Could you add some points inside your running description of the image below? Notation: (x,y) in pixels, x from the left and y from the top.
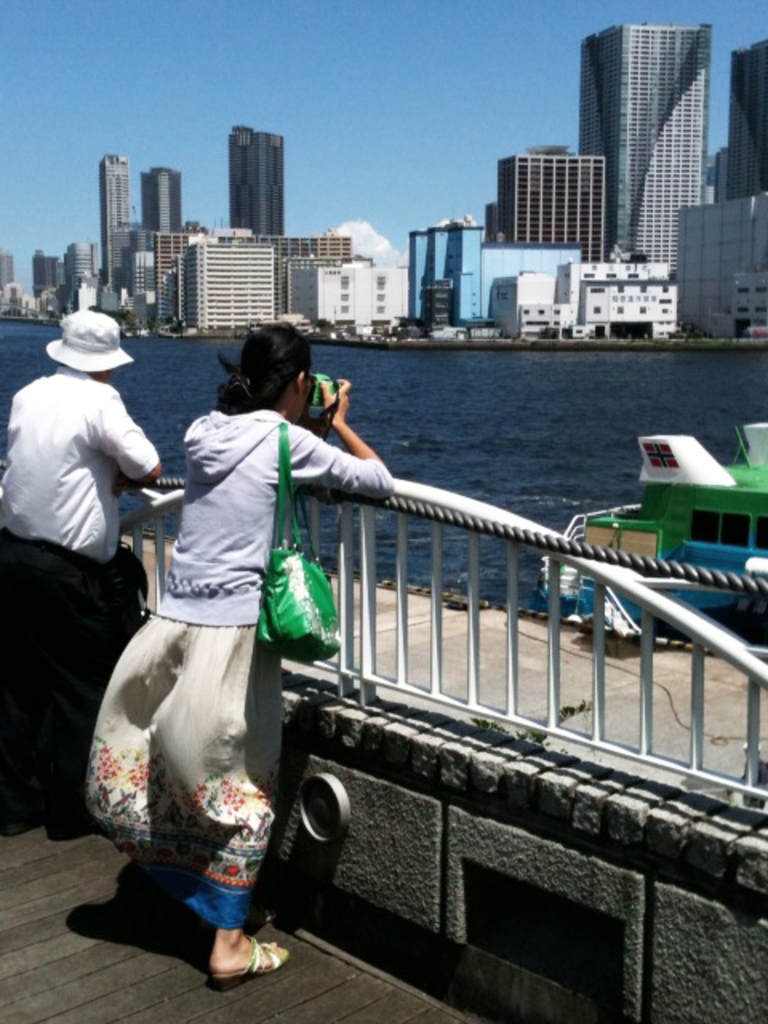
I can see the man (90,621) and woman (242,597) standing. This woman (248,433) is holding a camera (310,403) in her hands (335,393) and clicking pictures. This looks like a boat (651,542). I think this is the river (182,341) with the water (443,412) flowing. These are the buildings (293,268) and skyscrapers (251,170).
